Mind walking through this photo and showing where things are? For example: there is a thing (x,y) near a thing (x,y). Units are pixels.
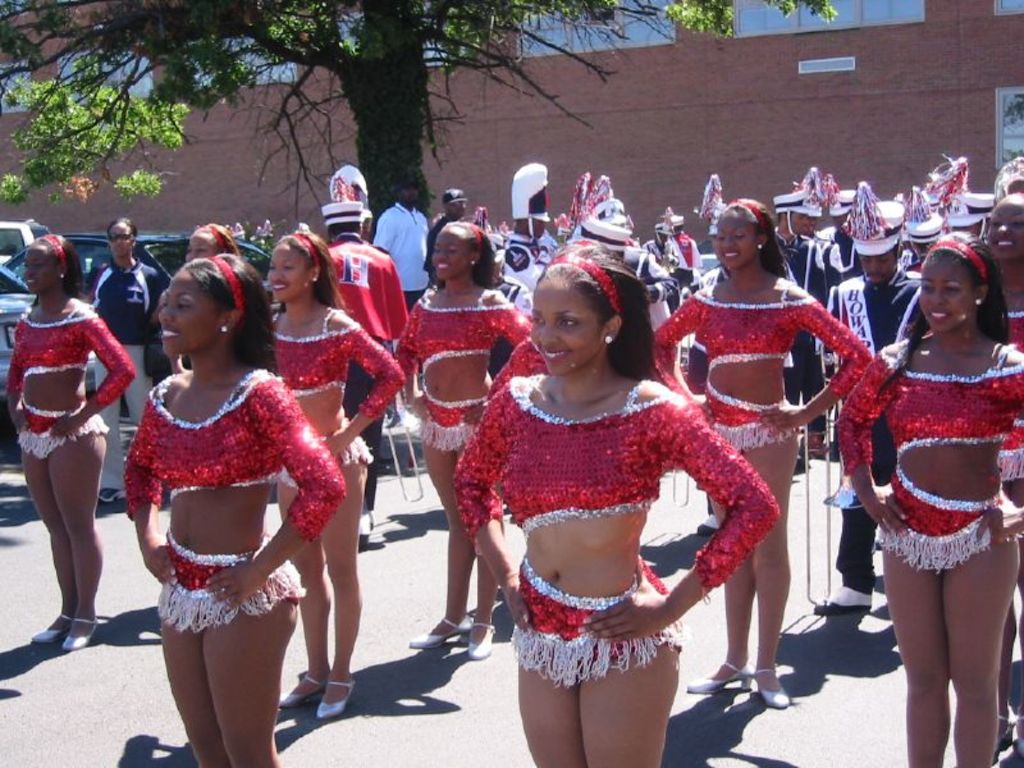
In the image we can see there are people (548,282) standing, wearing clothes (109,288) and shoes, and they are smiling. There are women (661,360) wearing ear stud (607,341) and hair bands (577,262). We can even see there are vehicles (25,233) and the building (672,119). Here we can see the tree (362,84) and the road (353,699).
